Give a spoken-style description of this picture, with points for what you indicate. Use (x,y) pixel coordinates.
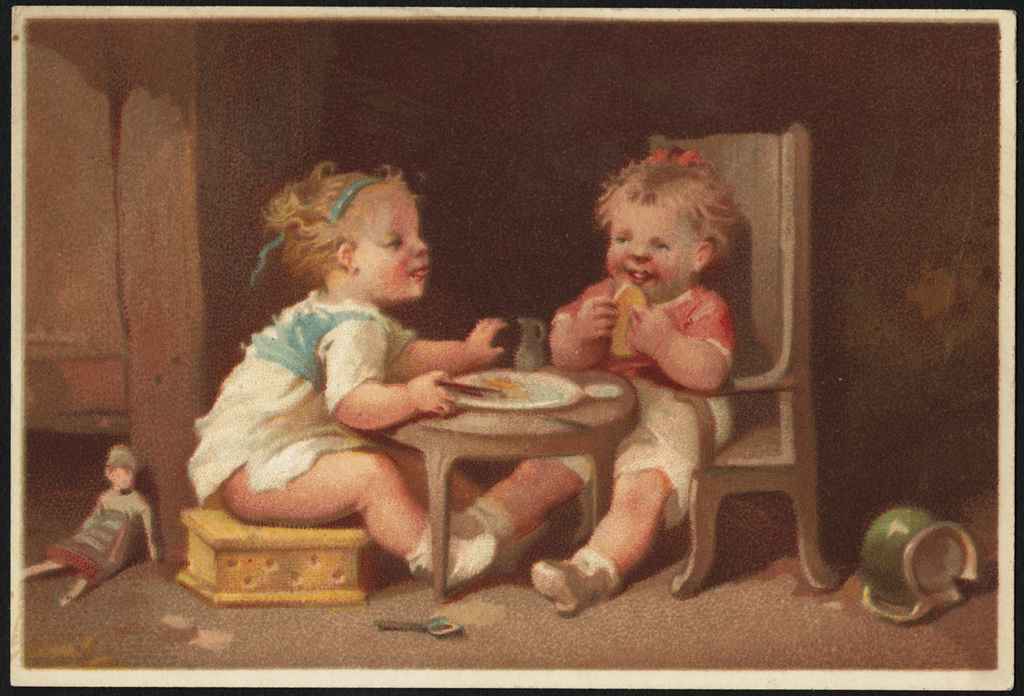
It is a frame (107,170). In the frame (870,24) we can see two kids (654,180) are sitting and eating and there is a table (580,451), on the table (590,419) there is a plate (558,385) and spoon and there are some dolls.
